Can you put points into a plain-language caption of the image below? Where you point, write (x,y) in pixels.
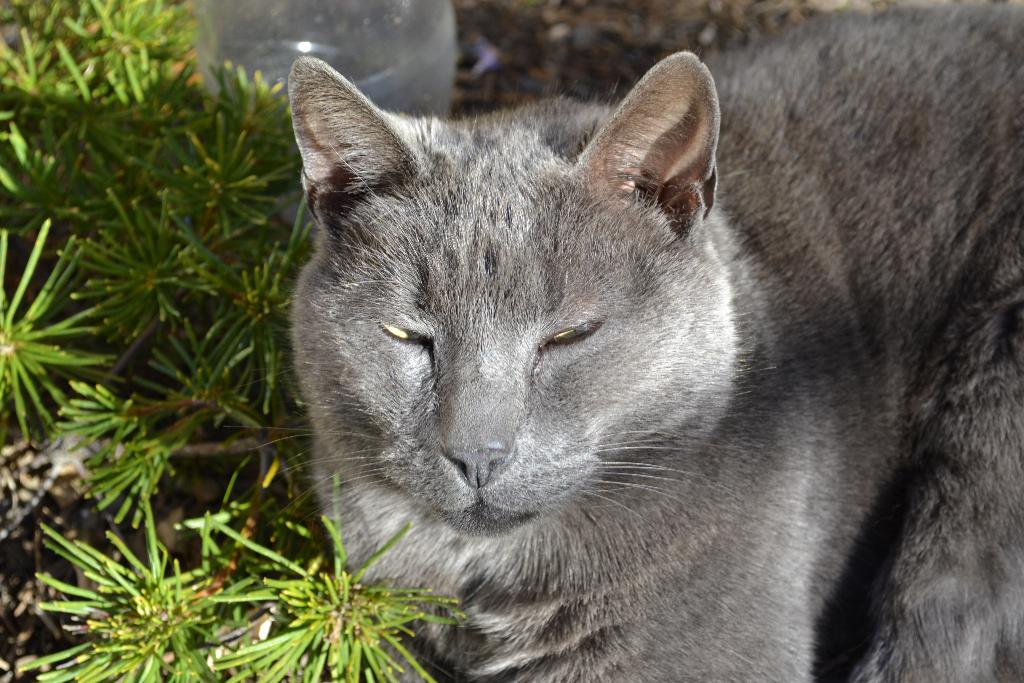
In this picture there is a cat (581,402) which is in grey in color. Towards the left (118,382), there are plants (175,674).
